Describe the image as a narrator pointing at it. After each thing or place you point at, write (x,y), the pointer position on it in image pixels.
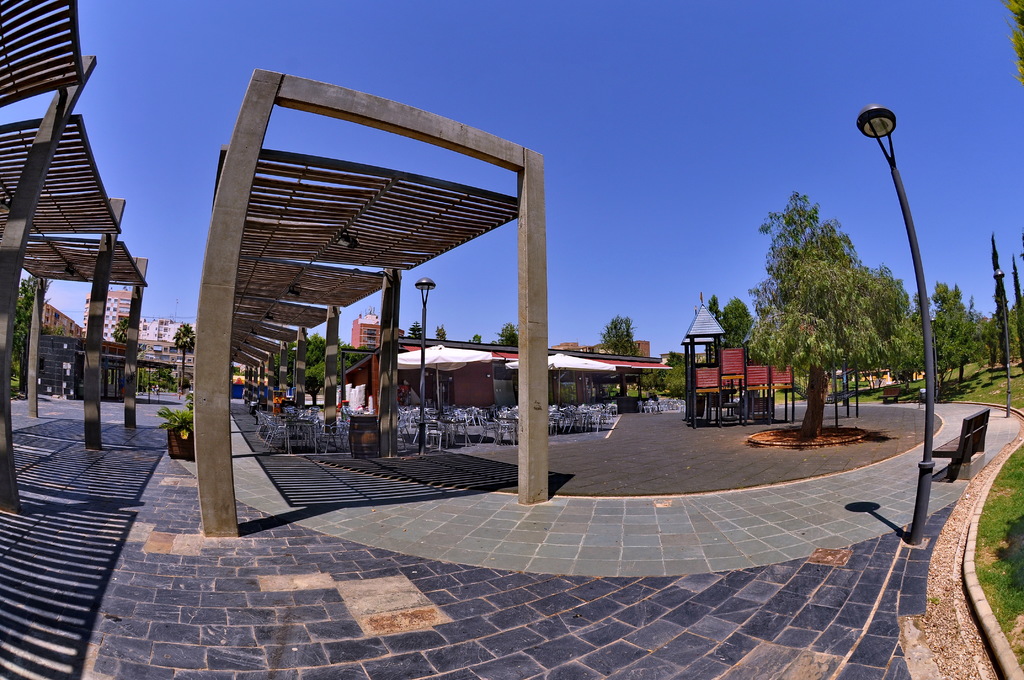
In this picture we can observe a building (487,364). There are some chairs (427,419) and tables (446,426). On the right side (933,430) there is a black color pole (926,374). We can observe some trees (797,327). There is a bench (972,441) here. In the background (508,118) there is a sky (379,72).
